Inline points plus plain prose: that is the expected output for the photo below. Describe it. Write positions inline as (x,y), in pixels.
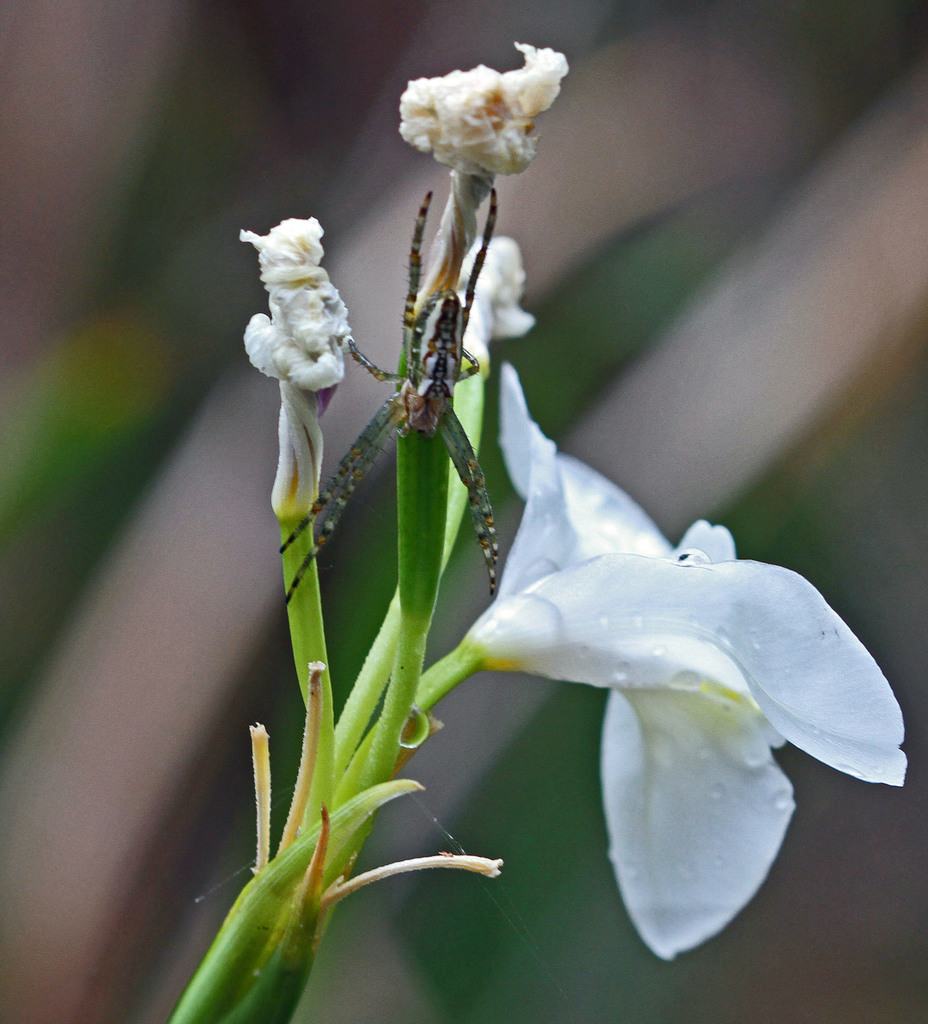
In the image there is an insect (418,339) on the flower plant (450,656).
